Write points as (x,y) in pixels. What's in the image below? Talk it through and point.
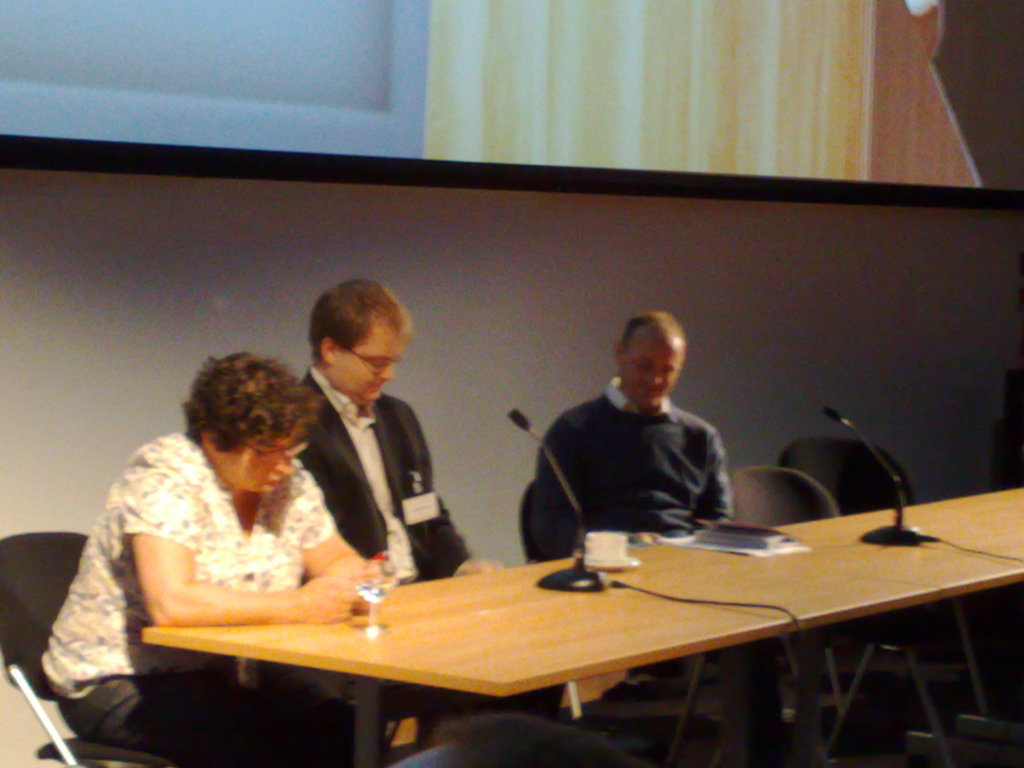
In the image there are three people (599,465) two men (607,463) and one women (278,545) who are sitting on chair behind the table (169,635). On table (749,561) there are microphone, book (728,539), paper (755,549), glass (368,595) with some water (374,584) in background (453,344) there is a screen (485,106) and a white color wall (516,273).
